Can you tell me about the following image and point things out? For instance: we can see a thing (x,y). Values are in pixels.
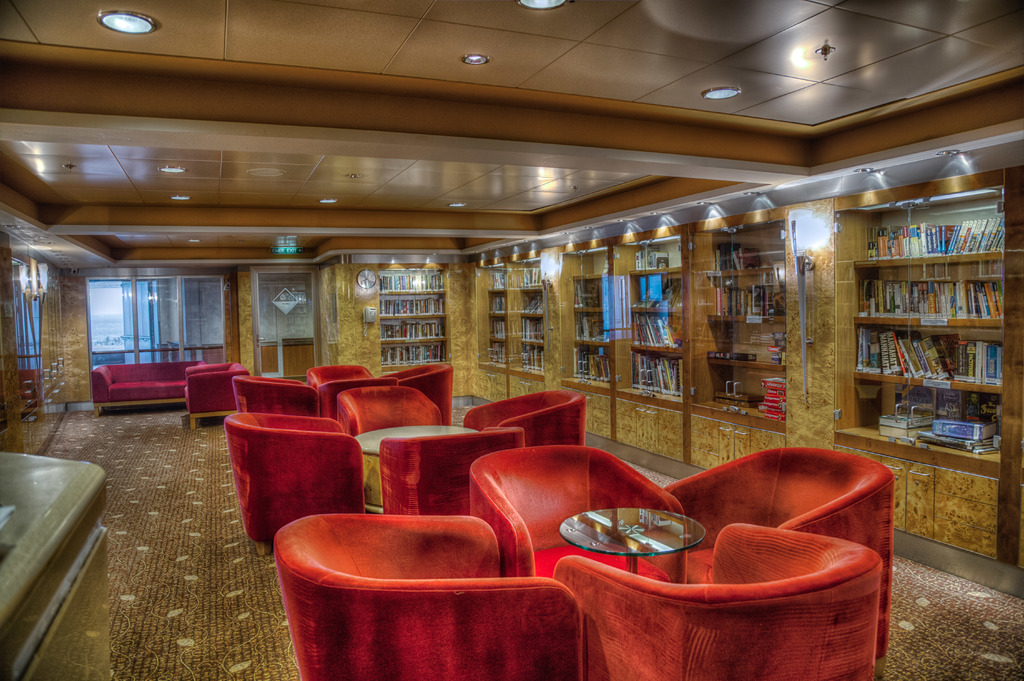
This is a room (266,380). There are so many chairs (577,486), tables (391,430), and a sofa (167,379). There are many cupboards (487,304). Inside cupboards (973,255) there are books (962,249). There are windows (209,313), doors (287,319). On the floor (190,544) there are carpets (205,555).
